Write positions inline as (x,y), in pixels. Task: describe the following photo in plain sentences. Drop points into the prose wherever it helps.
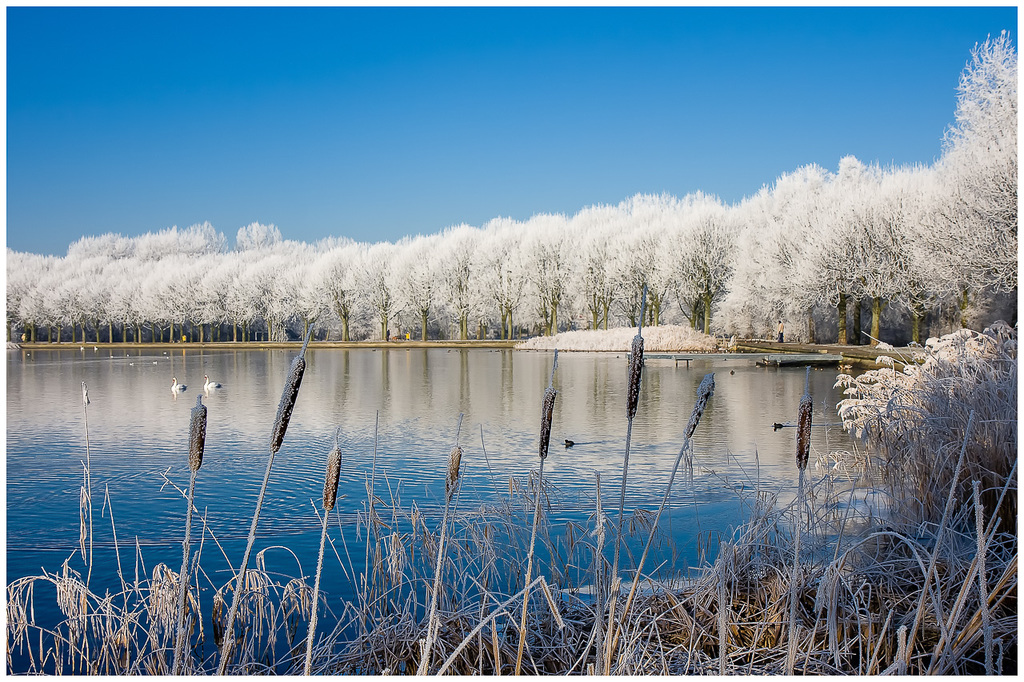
This is an outside view. At the bottom (521,626) there are plants (1003,583). In the middle of the image (560,398) there is a lake (336,353). In the background (407,297) there are many trees (260,279). At the top of the image (281,87) I can see the sky (630,94) in blue color.
